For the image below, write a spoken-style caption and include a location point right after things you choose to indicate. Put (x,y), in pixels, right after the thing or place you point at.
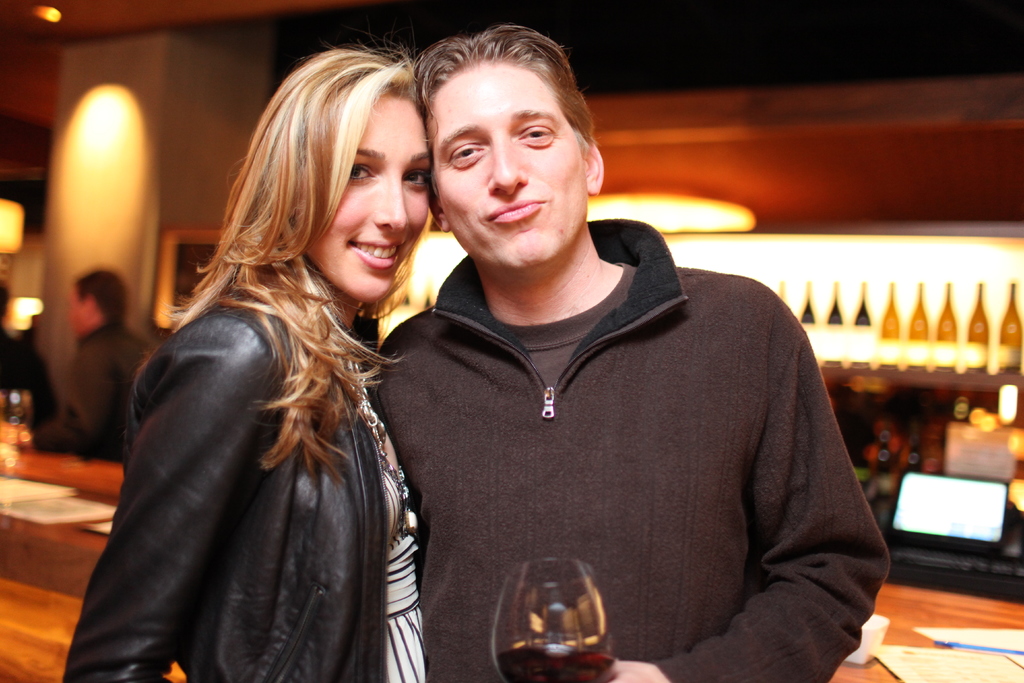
In this image the man (461,150) and woman (334,263) are standing. The man (598,454) is holding a glass (549,614) and woman (397,266) is smiling. At the back side (1018,337) i can see a wine bottles (972,339) and a laptop (961,534). On the table (924,624) there is a paper (943,668).
